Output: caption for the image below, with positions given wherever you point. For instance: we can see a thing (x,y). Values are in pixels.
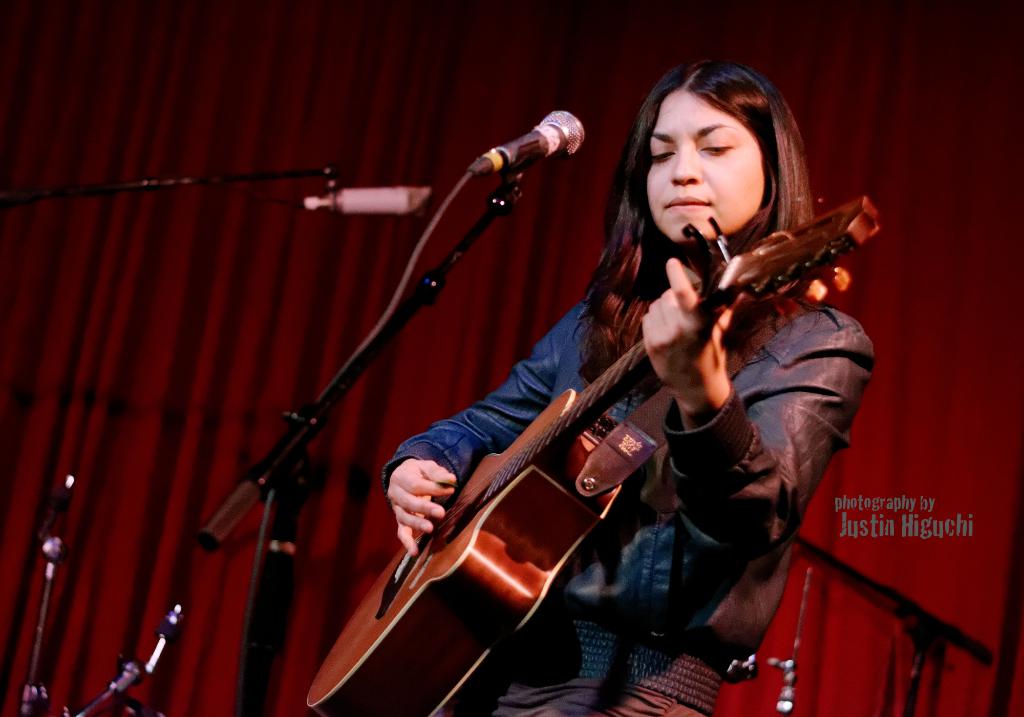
In the image there is a person (704,540) standing and playing guitar (479,498). At the back (321,78) there is a red curtain (230,257) and at the left (305,197) there are microphones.
